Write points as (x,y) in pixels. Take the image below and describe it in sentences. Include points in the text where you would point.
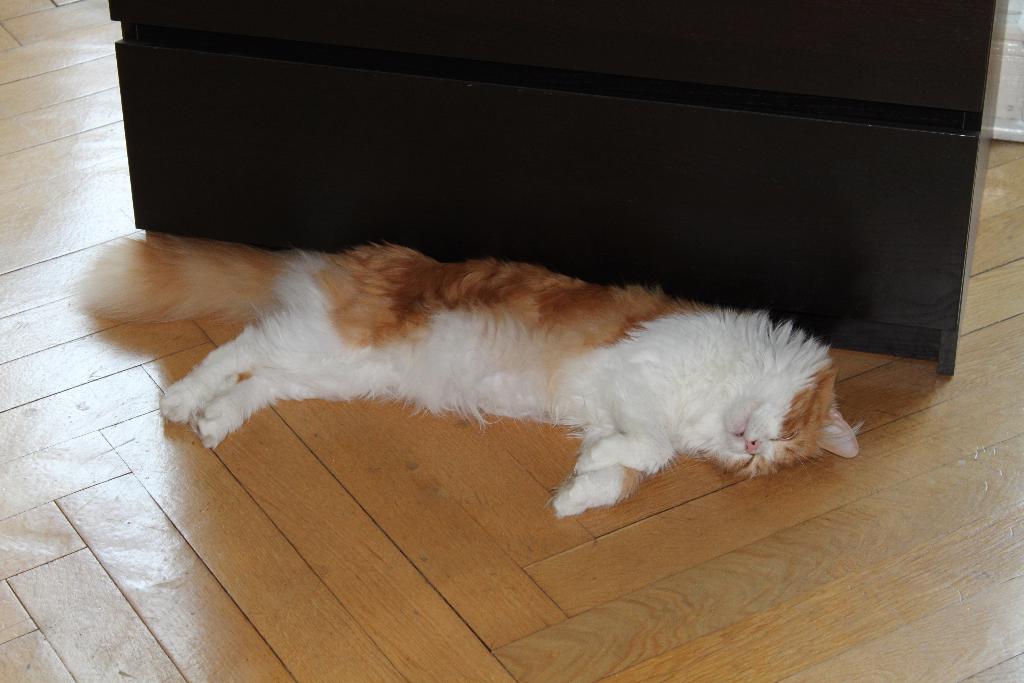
In this image I can see a cat (532,336) sleeping on the floor (400,412) and the cat (528,318) is in white and brown color. Background (745,242) I can see some object (342,66) in brown color.
